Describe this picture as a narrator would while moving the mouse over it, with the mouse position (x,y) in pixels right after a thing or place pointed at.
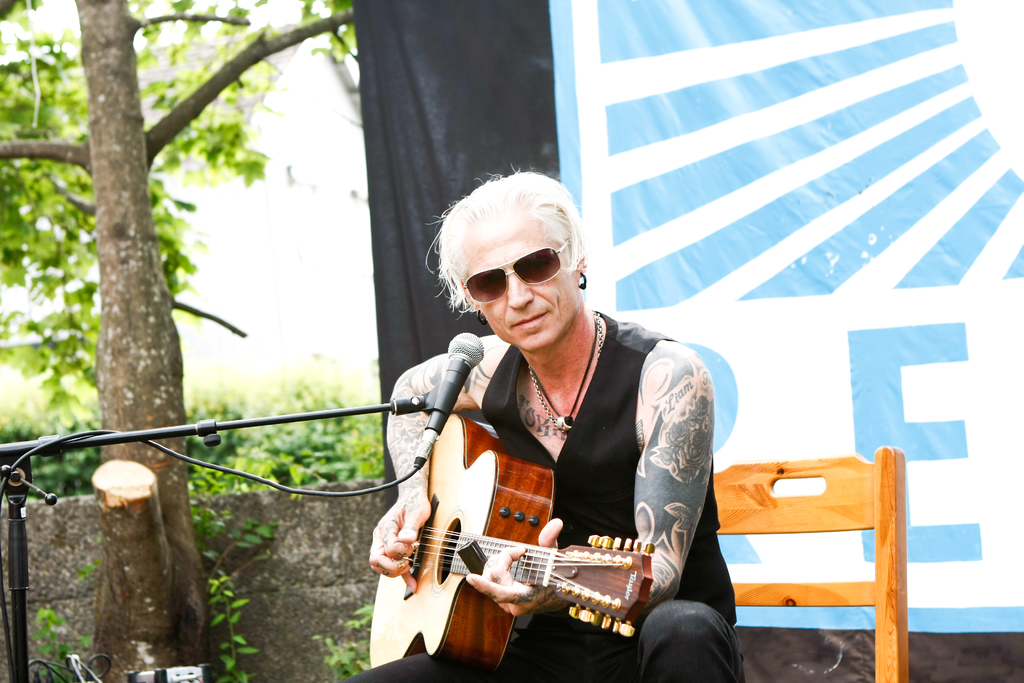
A man (635,453) is sitting on the chair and playing guitar (493,479). Behind him there is a banner (709,274). On the left (155,491) there is a tree (124,463), plants (218,408) and a mic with stand (16,546).
